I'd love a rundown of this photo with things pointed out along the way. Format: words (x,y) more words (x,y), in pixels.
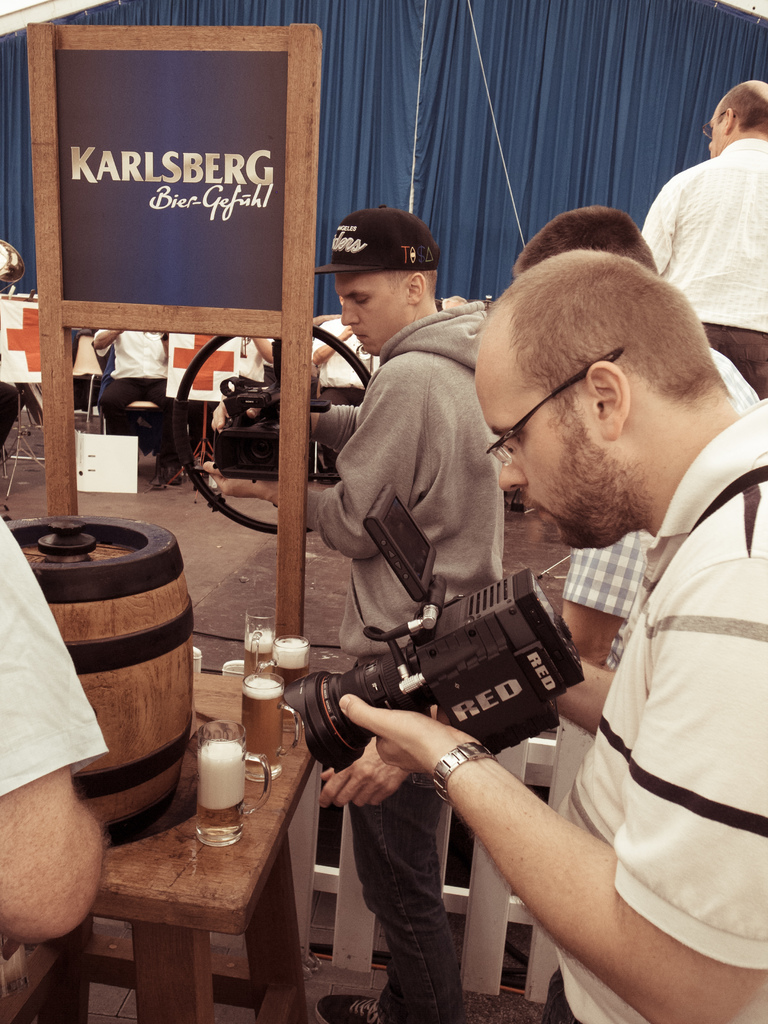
The image is taken in an event. On the left (183,966) there is a table (172,972). There is a barrel (106,816) on the table (194,787). There are beer mugs (234,728) placed on a table (235,847). On the background (158,219) there is a board (258,174), a curtain (346,146) and some flexies (31,327). On the right (564,891) there is a man (561,708) standing holding a camera (468,725) in his hand (465,737).
